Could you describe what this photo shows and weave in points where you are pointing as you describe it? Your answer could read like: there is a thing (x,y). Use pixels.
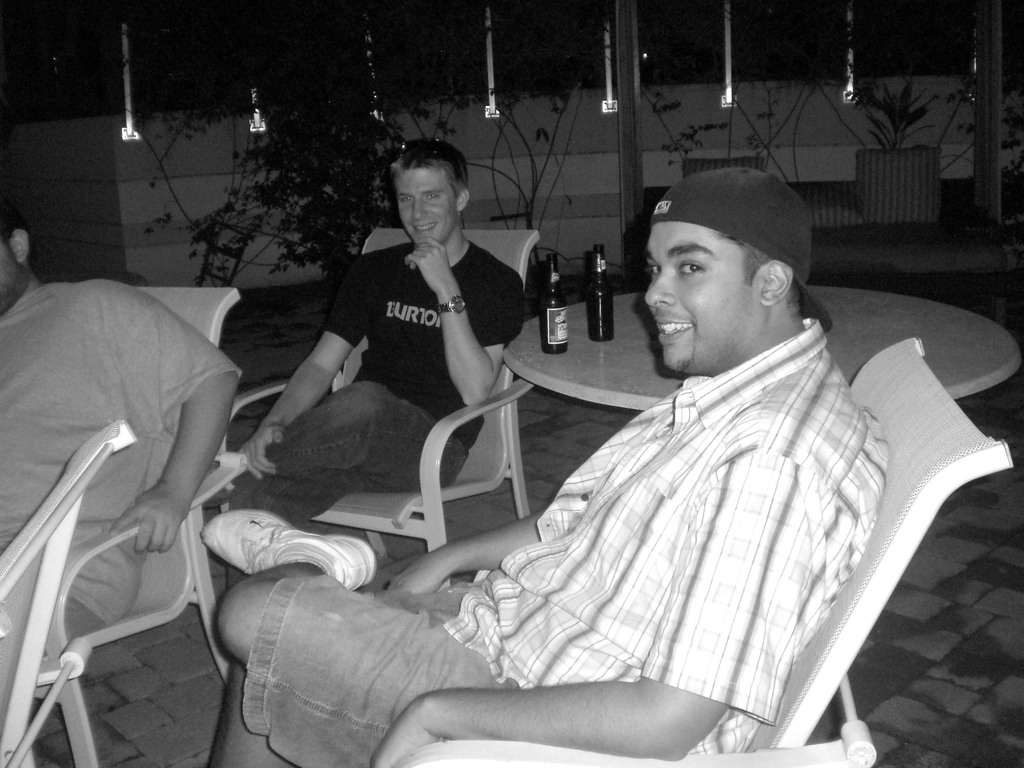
3 persons (411,317) are sitting on the chairs (450,421) and smiling behind them there are beer bottles (561,352) on the table (577,348).
